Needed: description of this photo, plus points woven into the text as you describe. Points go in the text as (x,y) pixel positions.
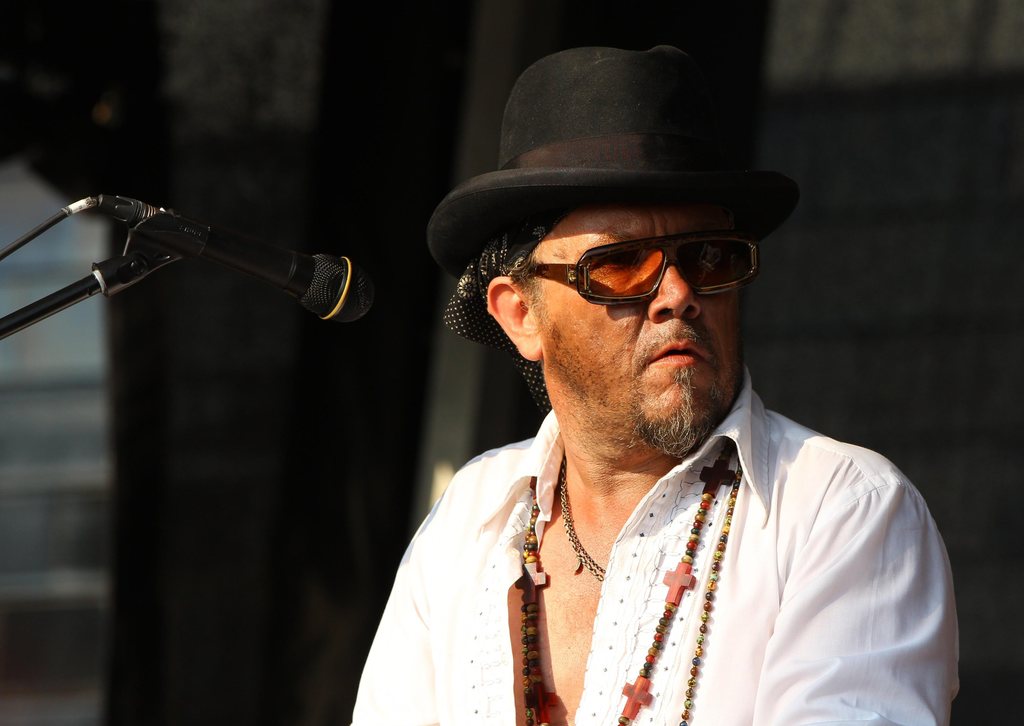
In the center of the image (625,288), we can see a man (644,333) wearing glasses (613,269) and hat (601,159) and we can see a mic (296,275). In the background (772,82), there is a wall (846,256).
